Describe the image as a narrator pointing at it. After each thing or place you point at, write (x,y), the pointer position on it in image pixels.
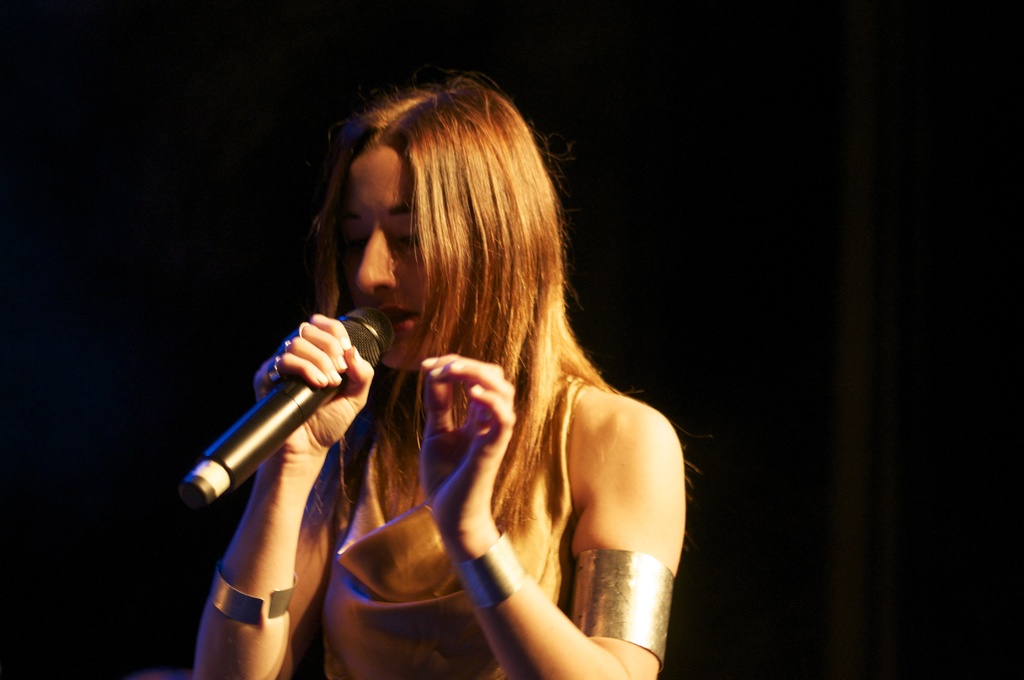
a woman (463,371) is singing in a microphone (252,432).
